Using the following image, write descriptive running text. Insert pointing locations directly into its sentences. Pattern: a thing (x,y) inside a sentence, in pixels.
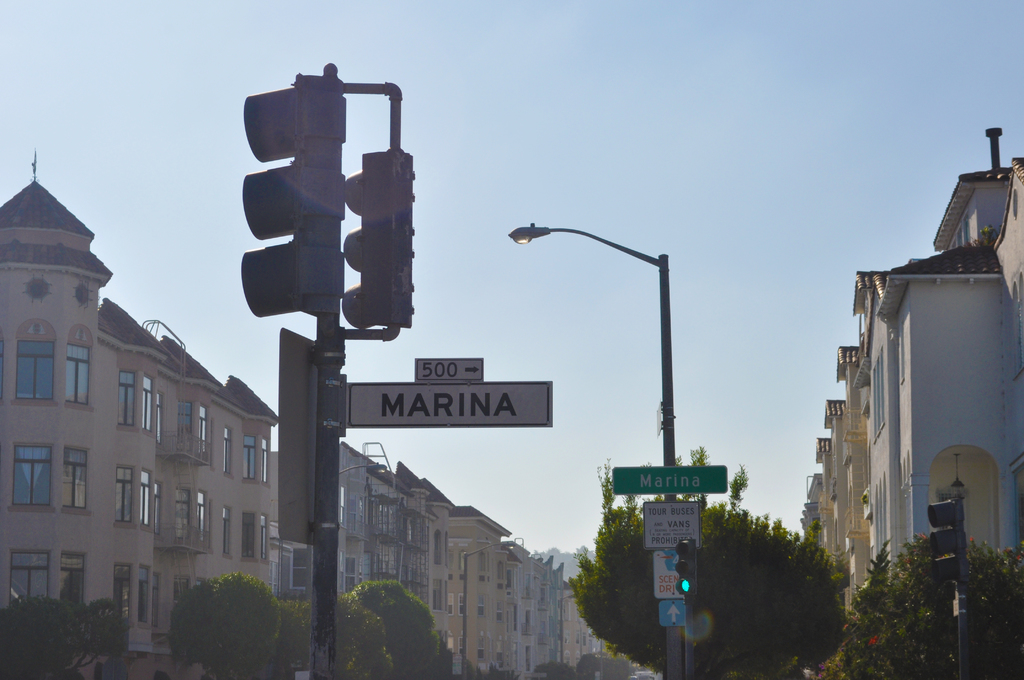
In this picture I can see buildings (266,488), trees (627,534) and a pole (341,345) with traffic signal lights (397,191) and a pole light (520,233) and I can see few boards (283,401) and a clear sky (600,158).
